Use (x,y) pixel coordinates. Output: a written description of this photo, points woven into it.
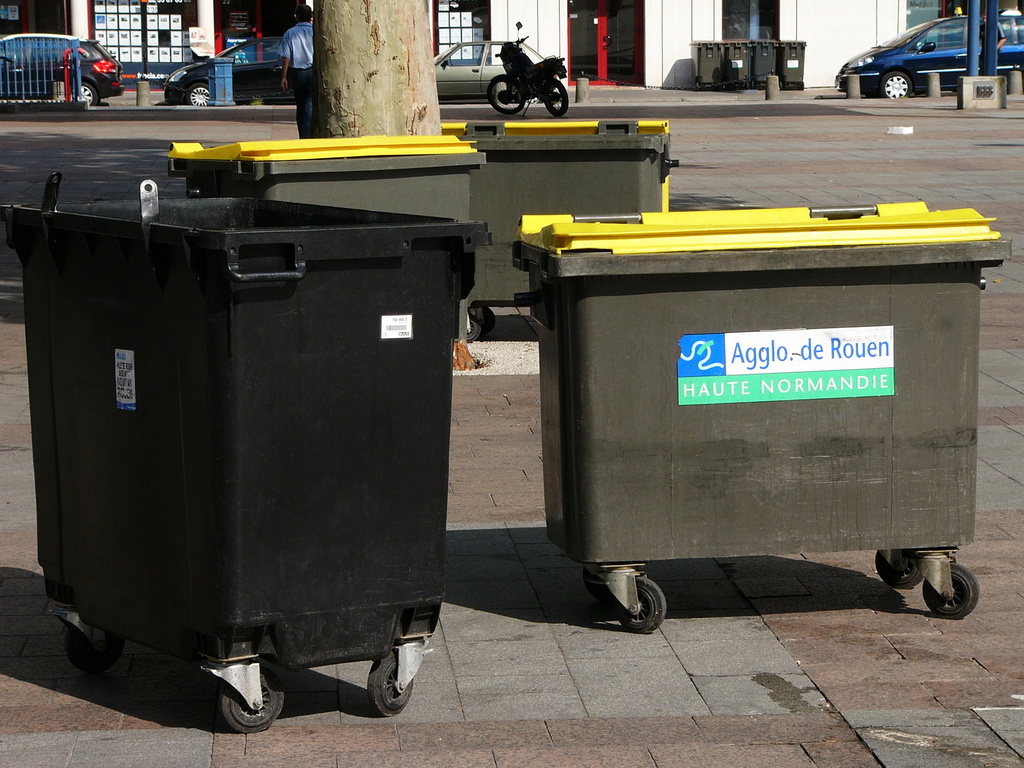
In this picture, we see four garbage bins (272,434) which are in black and grey color. It has yellow color lids (580,240). Behind that, we see the stem (390,98) of the tree (381,115). Behind that, we see the man (307,35) is walking on the road (594,617). At the bottom (582,645), we see the road (658,640). In the background (1007,64), we see cars (485,50) and a bike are parked on the road (734,91). Beside that, we see garbage bins (753,45). In the background (530,21), we see a white wall (541,30). In the left top (188,46), we see a notice board (126,30) on which many posters (136,59) are pasted.
